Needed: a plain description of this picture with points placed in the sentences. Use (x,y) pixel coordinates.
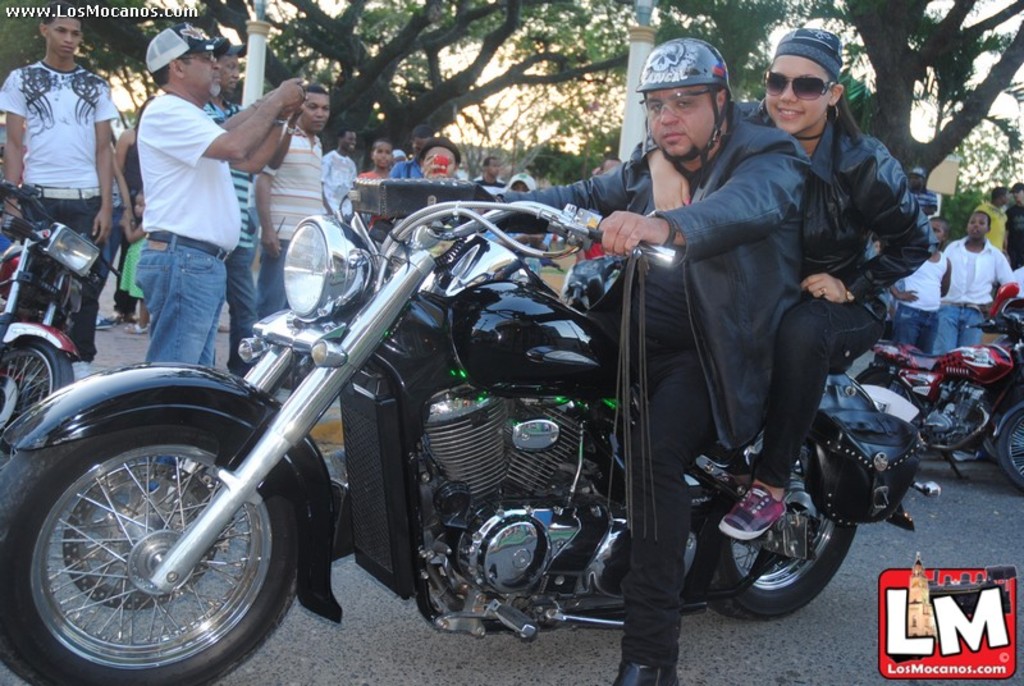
Here we can see a couple of people (707,306) sitting on a bike (261,624) and behind them we can see motorbikes (81,286) and people (243,132) standing and there are trees (417,66) behind them.
